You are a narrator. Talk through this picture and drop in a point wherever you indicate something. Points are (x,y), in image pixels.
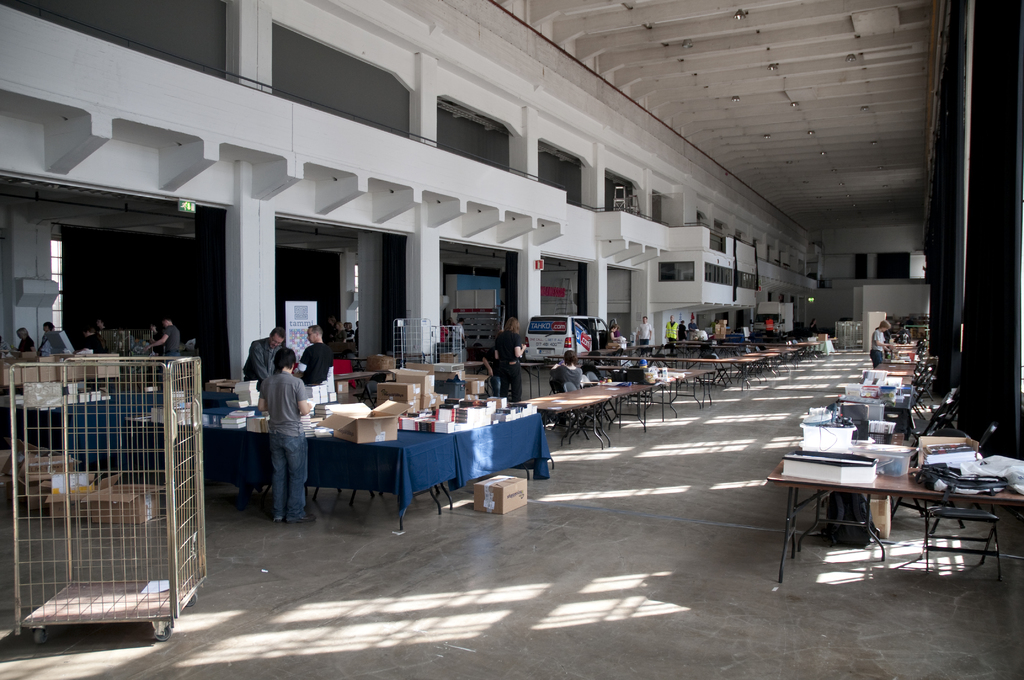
This is the place where we have some tables (710,382) and chairs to the left side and on the right side (849,458) there are some desks (877,487) on which there are some things (868,454) are placed and also there is a car (565,324) and some people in the room (705,333).
